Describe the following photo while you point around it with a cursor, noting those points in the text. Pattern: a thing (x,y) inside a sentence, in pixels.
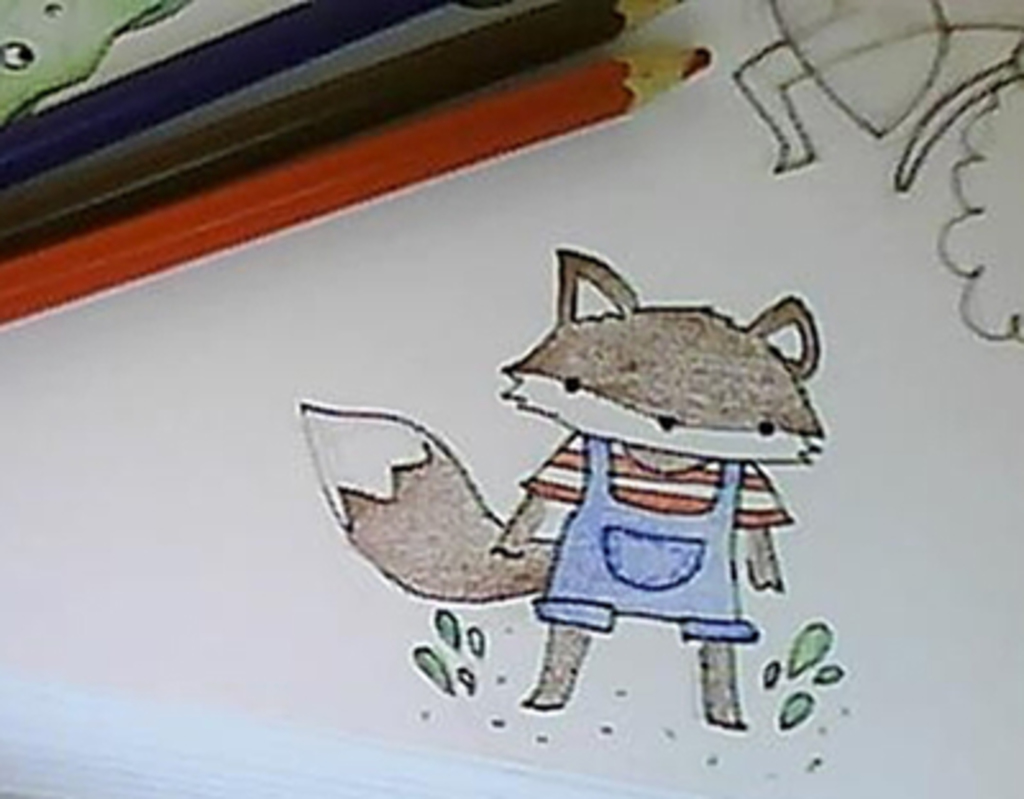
In this picture I see the white paper (600,230) on which there are sketches (998,250) of cartoon characters (61,53) and I see 3 color pencils (333,95).
